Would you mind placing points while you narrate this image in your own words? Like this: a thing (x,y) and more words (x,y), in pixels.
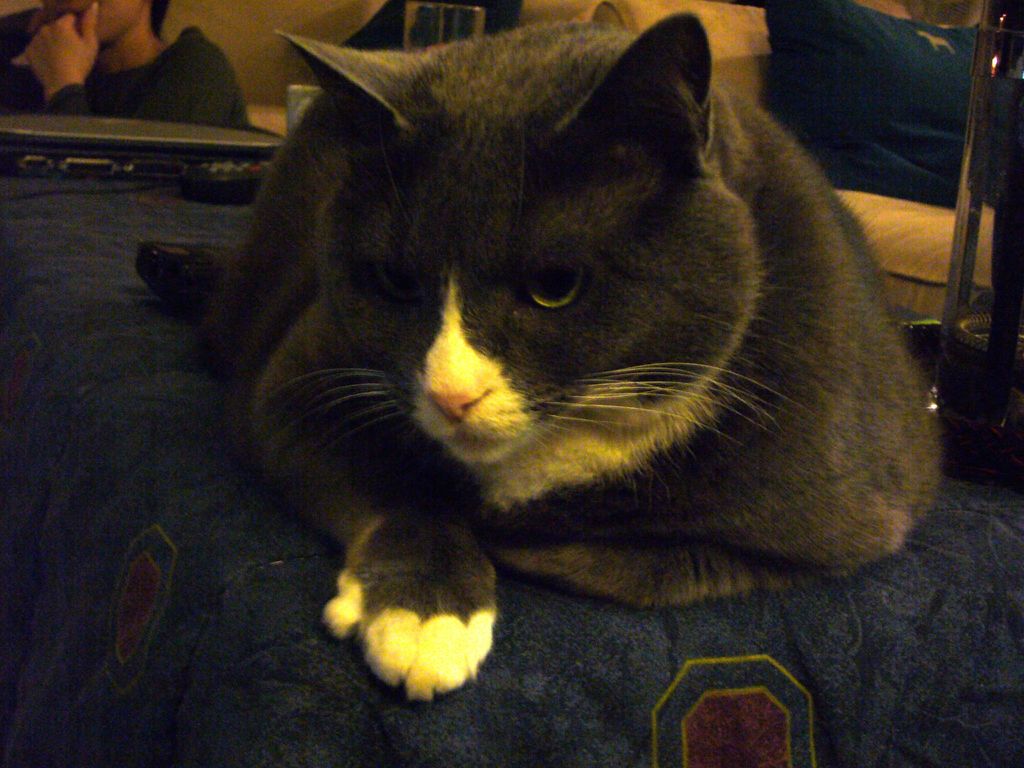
In the foreground of this image (485,87), there is a cat (548,321) and it seems like it is on a table (132,330). In the background (130,119), there is a person (140,48), remote (220,167), glass (440,32), an electronic device (178,146), bed (946,227) and an object (989,133) on the right side (953,219).
